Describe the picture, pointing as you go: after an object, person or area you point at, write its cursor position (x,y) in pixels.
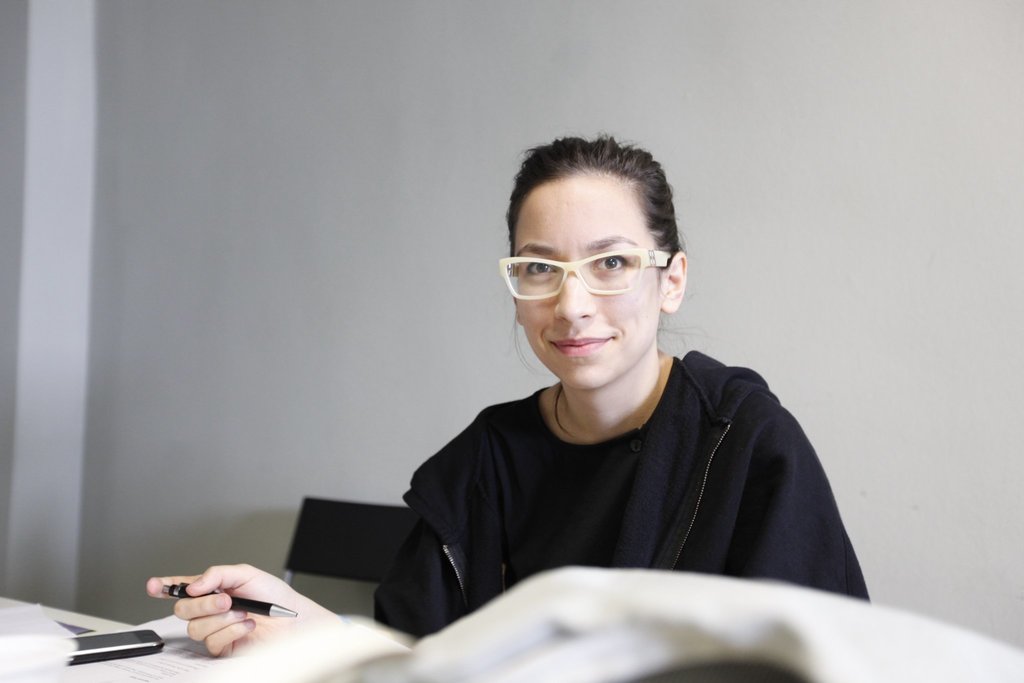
There is a woman (699,400) in black color coat (642,512), sitting on a chair (366,532) and holding a pen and placing hand (217,638) on the book (189,661), which is on the table (95,677), near a mobile (87,643) which is on the book (161,663). On the table (66,615), there are other objects (890,671). In the background (358,111), there is a white wall (791,85).
